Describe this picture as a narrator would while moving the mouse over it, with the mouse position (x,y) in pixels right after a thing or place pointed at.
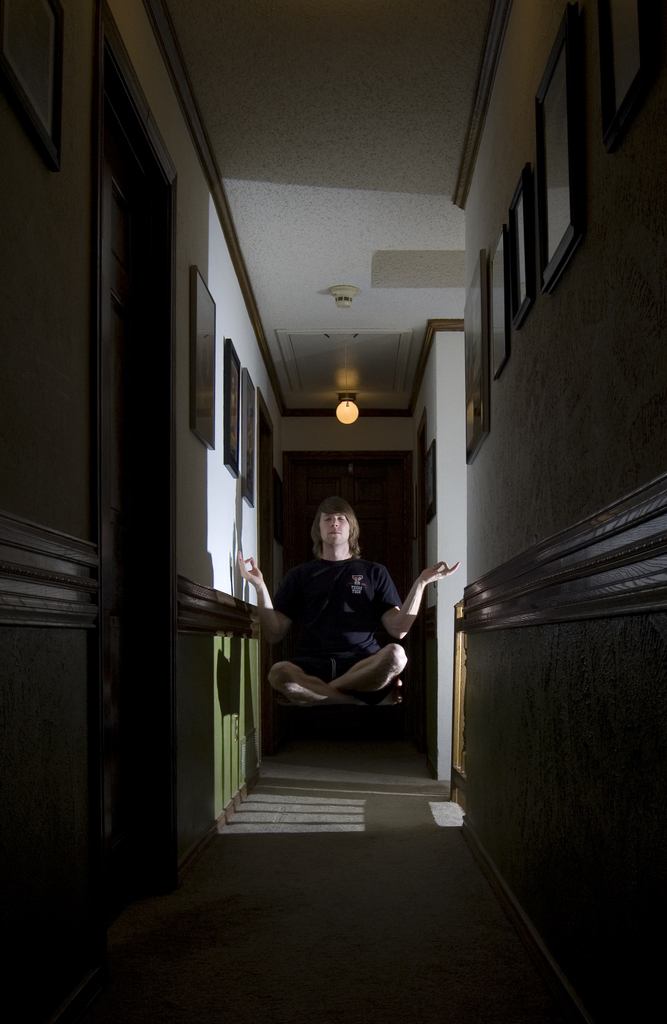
In this picture we can see a person (320,600) in the middle (335,596), on the right side (515,525) and left side (218,456) there are walls (646,650), we can see some photo frames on these walls (442,431), in the background (347,415) there is a light (340,408).
